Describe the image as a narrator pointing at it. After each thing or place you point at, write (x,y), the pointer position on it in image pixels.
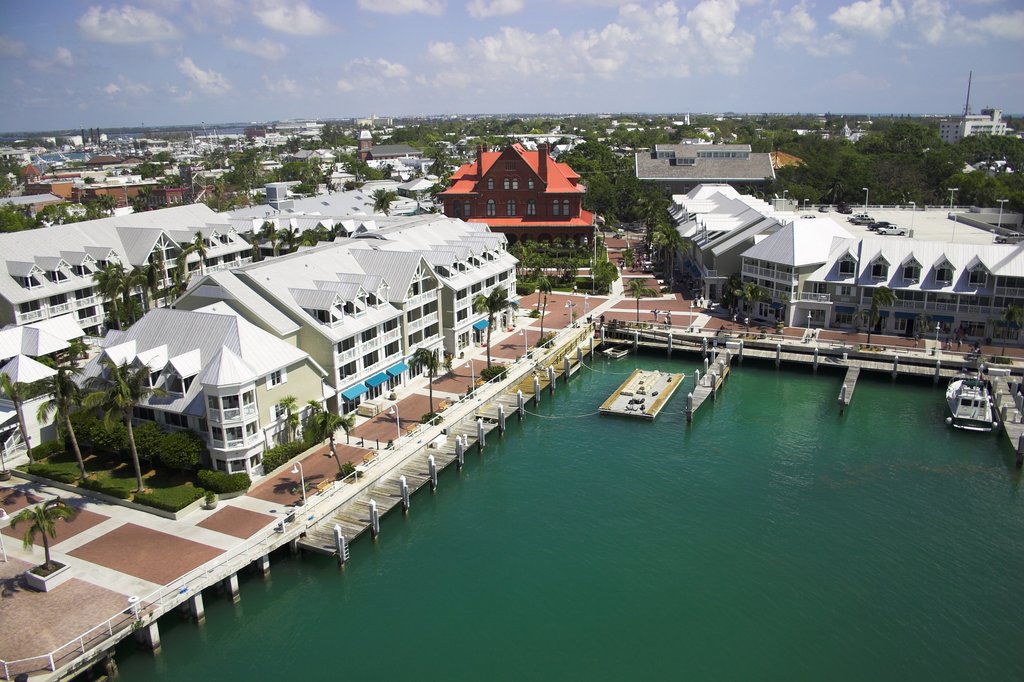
In this image we can see buildings (317,344), trees (195,445), plants (289,440), there are boats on the lake (768,515), there are windows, light poles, also we can see the cloudy sky (442,80).
